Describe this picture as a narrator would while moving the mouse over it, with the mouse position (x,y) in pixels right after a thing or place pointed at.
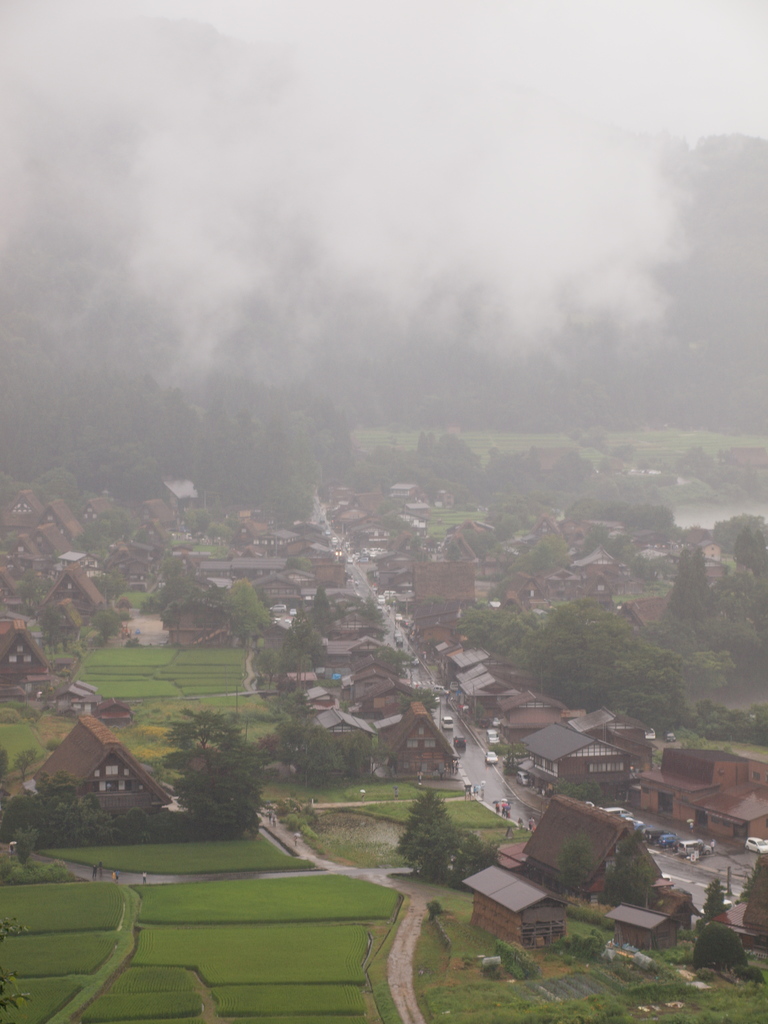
In this image we can see the aerial view and there are some trees (707,914) and grass (399,787) on the ground (407,982) and we can see some people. There are some buildings (539,832) and we can see few vehicles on the road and at the top (425,66) we can see the sky (310,58).
